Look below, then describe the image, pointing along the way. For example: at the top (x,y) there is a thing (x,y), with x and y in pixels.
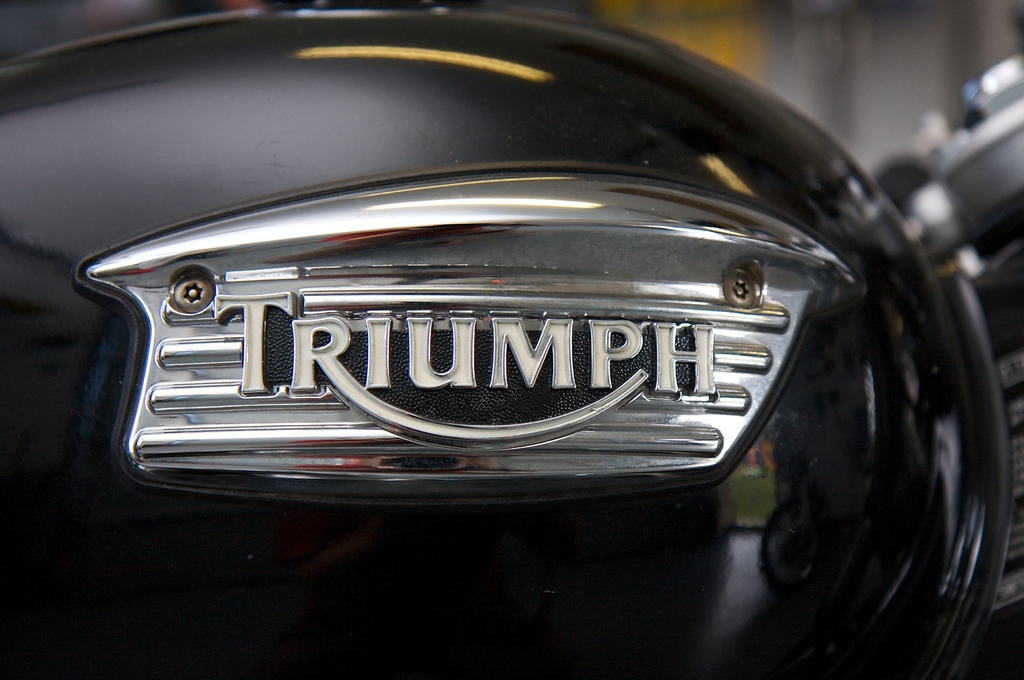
In the center of the image (405,288) we can see a fuel tank (623,266). On the right side of the image (1016,77) we can see some objects (997,116). At the top of the image (895,82) we can see the wall (830,74).
